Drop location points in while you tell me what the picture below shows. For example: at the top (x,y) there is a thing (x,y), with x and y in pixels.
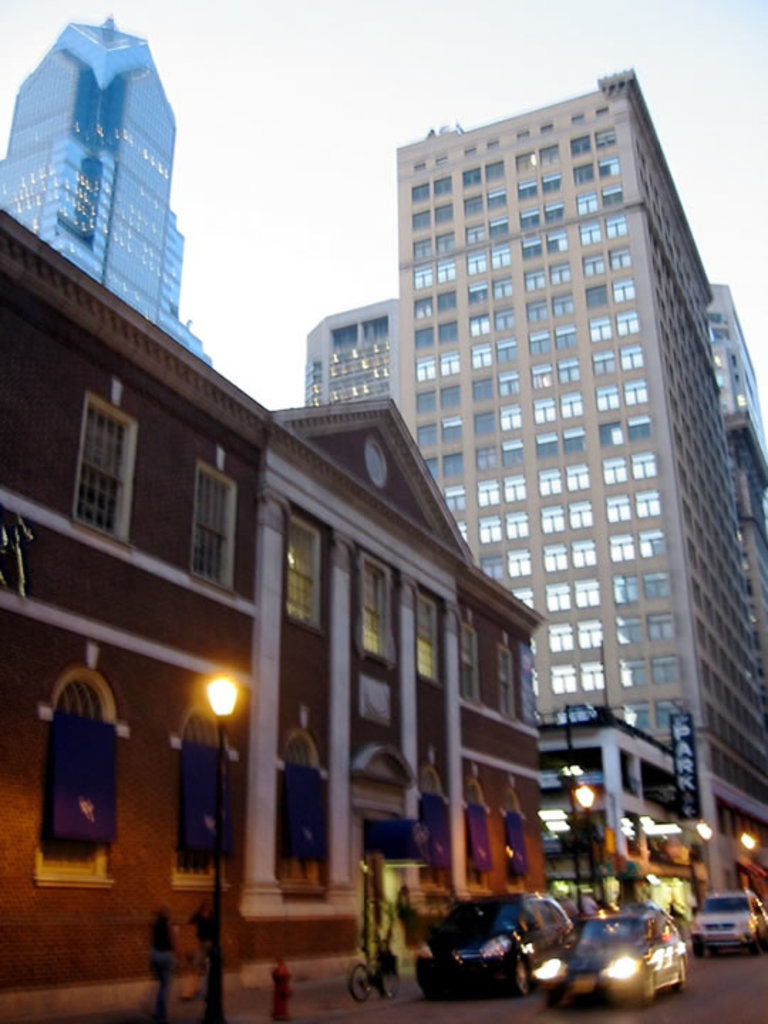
In this image I can see a building (286,589), in front of buildings (604,726) I can see a road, on the road (529,999) I can see vehicles (551,984), persons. street light poles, at the top (422,91) I can see the sky (422,91).
